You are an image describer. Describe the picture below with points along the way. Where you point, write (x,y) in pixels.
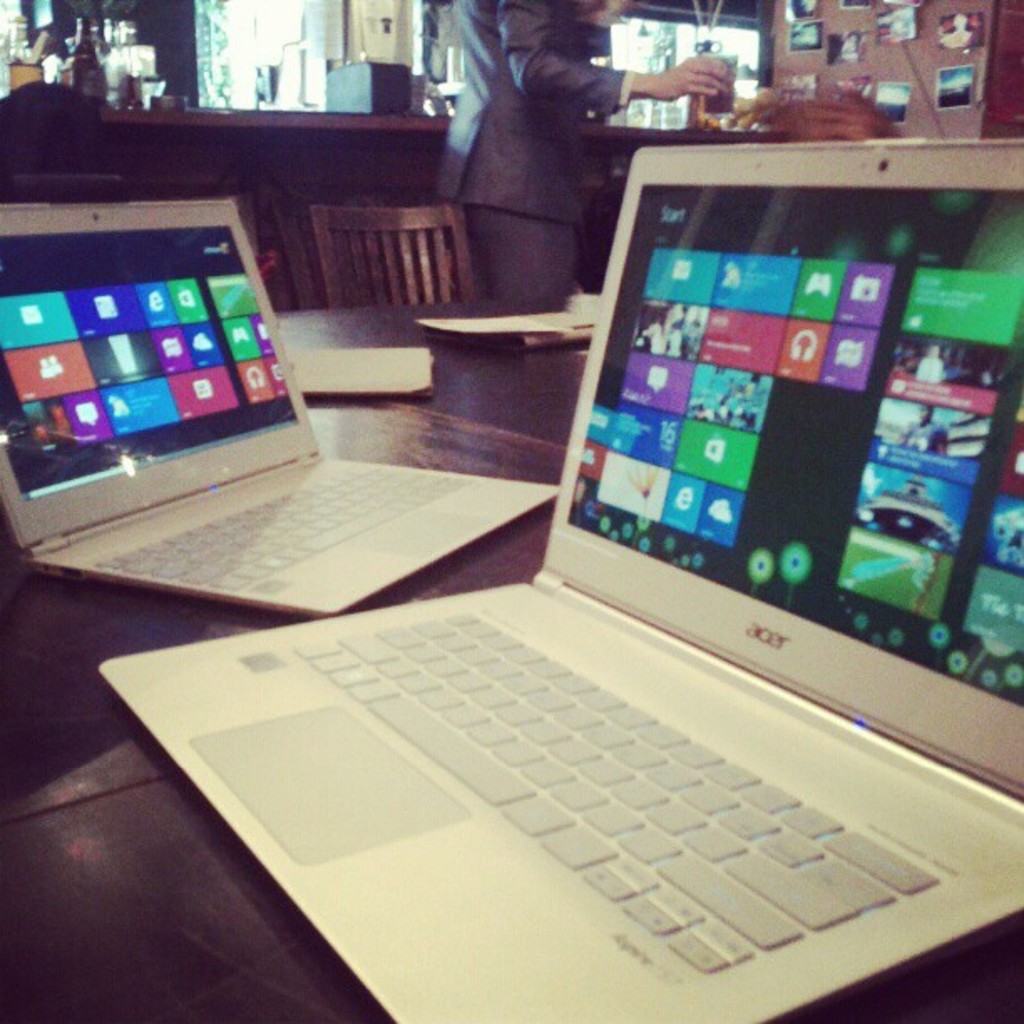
In this image I can see few laptops (282,430) and some objects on the table (64,645). To the side I can see the person (549,124) wearing the blazer (571,145) and holding the wine glass (714,105). In the back (414,122) there are bottles (82,31) and glasses (1,74) on the table (190,121). To the right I can see some stickers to the wall (859,32).
